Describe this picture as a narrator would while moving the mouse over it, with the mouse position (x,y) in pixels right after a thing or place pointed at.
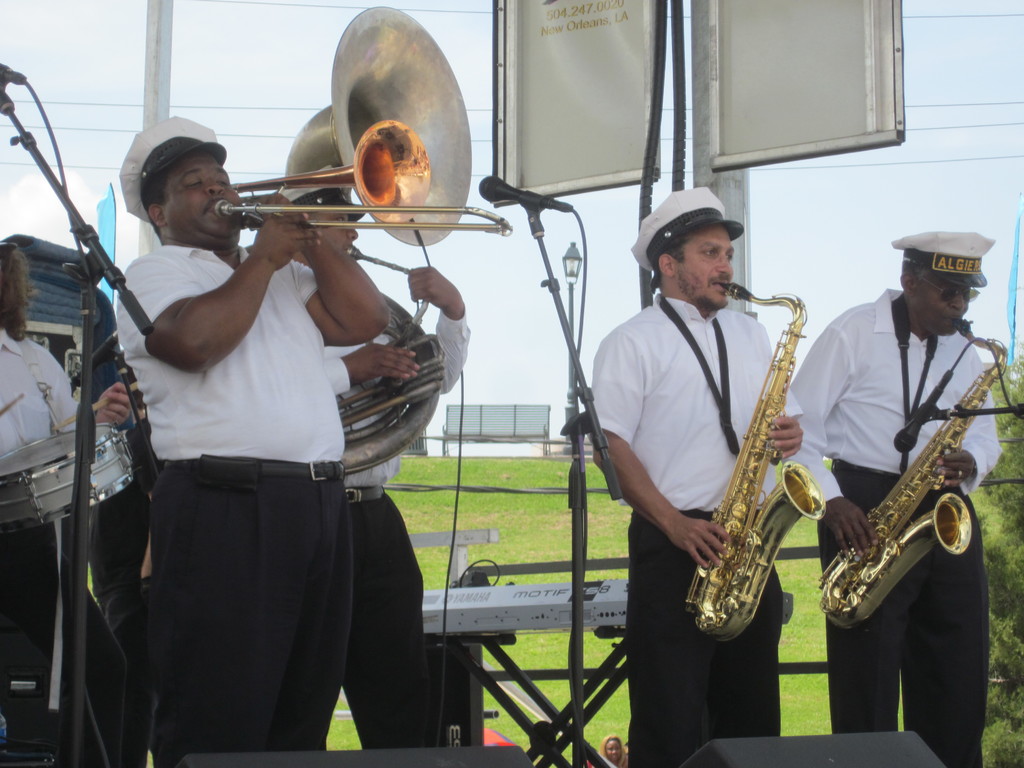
In this picture we can see the group of persons (199,420) who are playing musical instrument (754,546). On the left (14,315) there is a man (1,334) who is playing drum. On the bottom (426,613) we can see speakers (516,767), piano (458,597), mic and stand (580,671). On the top (640,111) we can see banners (640,79). Here we can see electric wires (999,16) are connected to this poles (150,39). In the background (505,420) we can see benches (482,436) near to the grass (527,499). Here it's a sky (821,257). On the right (1013,444) we can see tree (1013,473) near to the blue color flag (1016,267).
